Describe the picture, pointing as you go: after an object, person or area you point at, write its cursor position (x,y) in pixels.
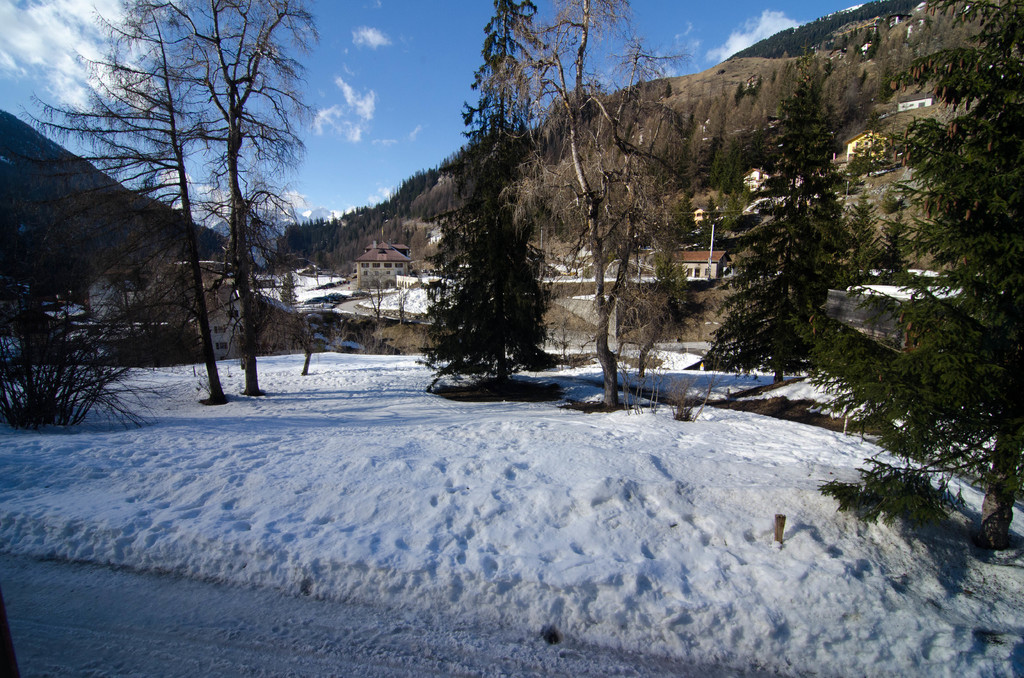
In this image I can see the ground (434,530), some snow (407,547) on the ground (539,481) and few trees (909,313) which are green in color. In the background (788,61) I can see few buildings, few mountains (24,165), few trees (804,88) on the mountains (399,189) and the sky (450,63).
